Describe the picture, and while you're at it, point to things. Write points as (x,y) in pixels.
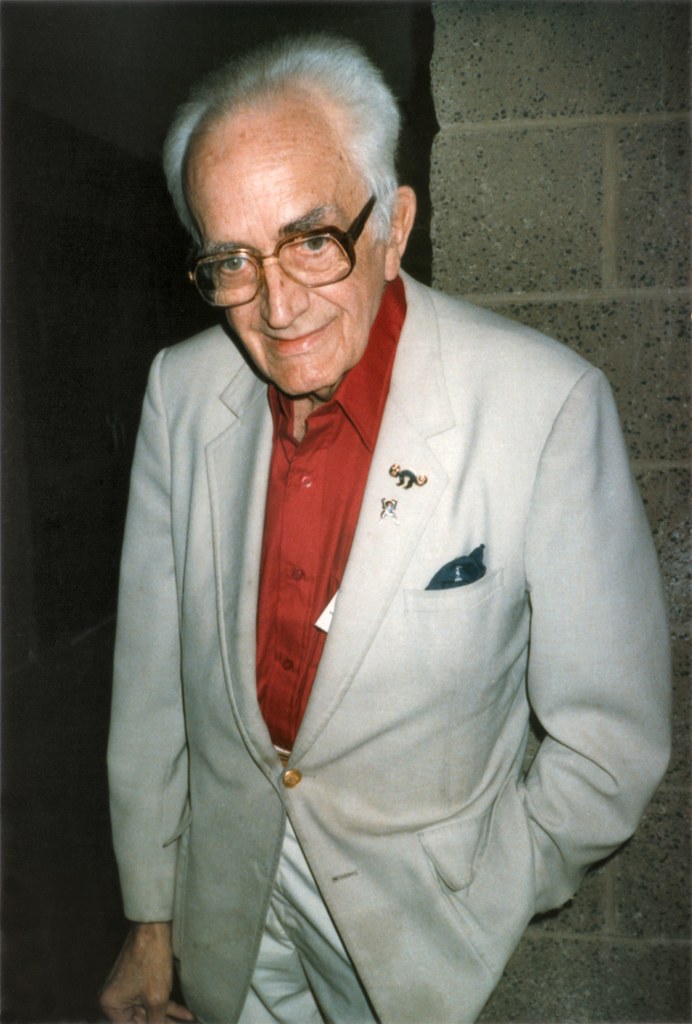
Here we can see a man (329,806). He is in a suit (329,806) and he has spectacles (373,202). In the background (532,268) there is a wall (577,980).
